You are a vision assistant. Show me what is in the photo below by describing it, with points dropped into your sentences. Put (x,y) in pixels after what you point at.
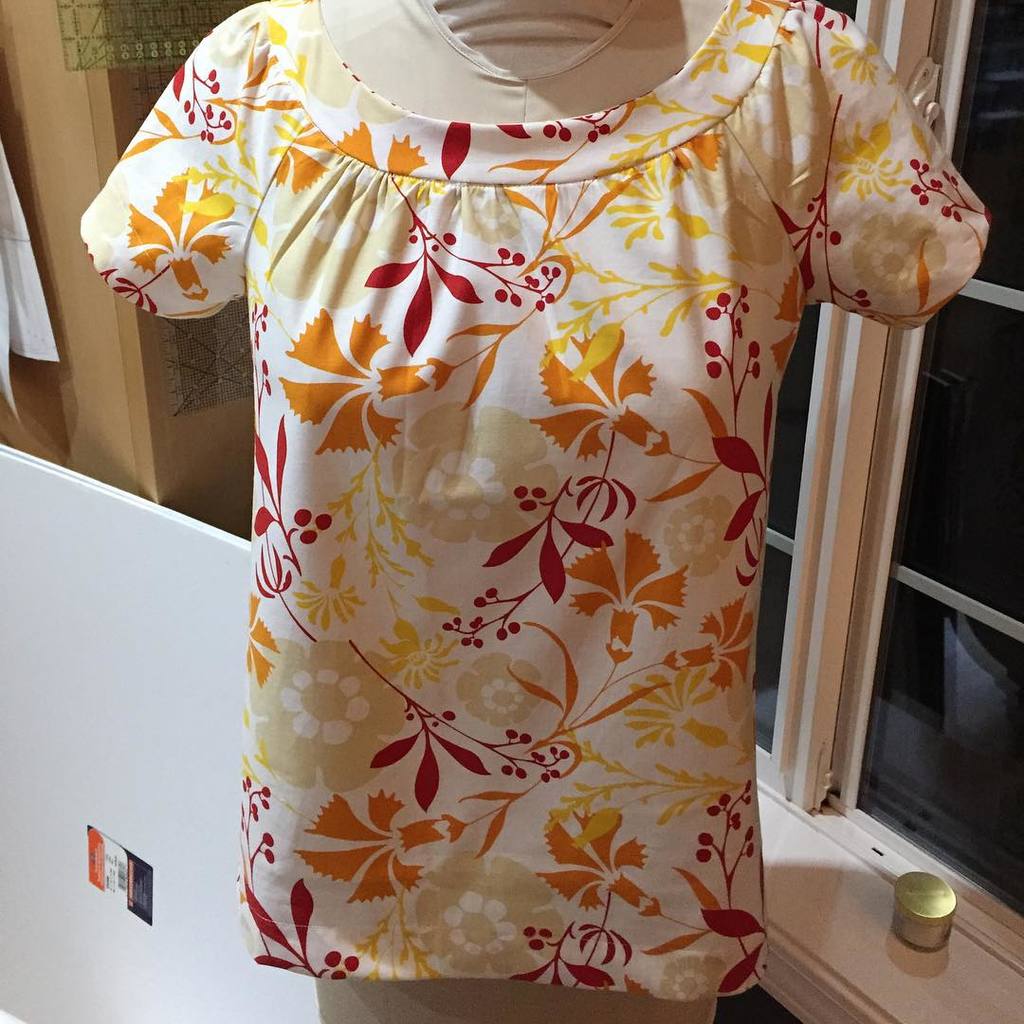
In this picture I can see a dress (508,460) in front (513,495) which is of white, yellow, orange and red in color. Behind it I see a white color thing (146,616), windows (949,484) and a brown color thing (93,438).
